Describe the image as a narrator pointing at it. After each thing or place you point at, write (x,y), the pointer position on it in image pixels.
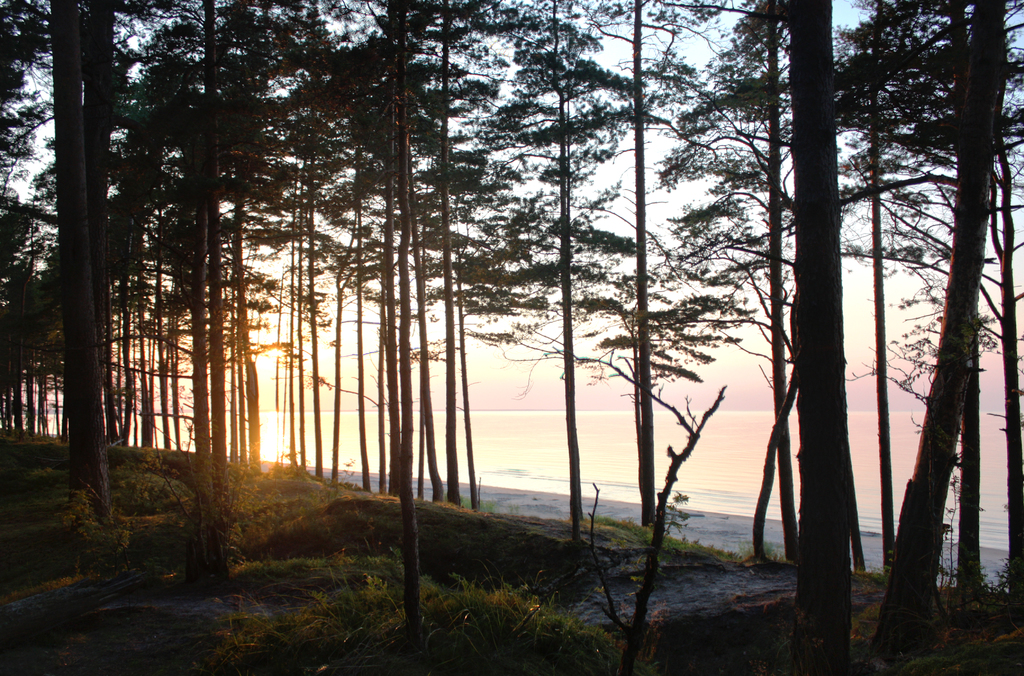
These are the trees (284,131) with branches (583,124) and leaves (591,300). I can see the grass (287,550). This looks like a seashore (737,518). Here is the sea (538,430).
